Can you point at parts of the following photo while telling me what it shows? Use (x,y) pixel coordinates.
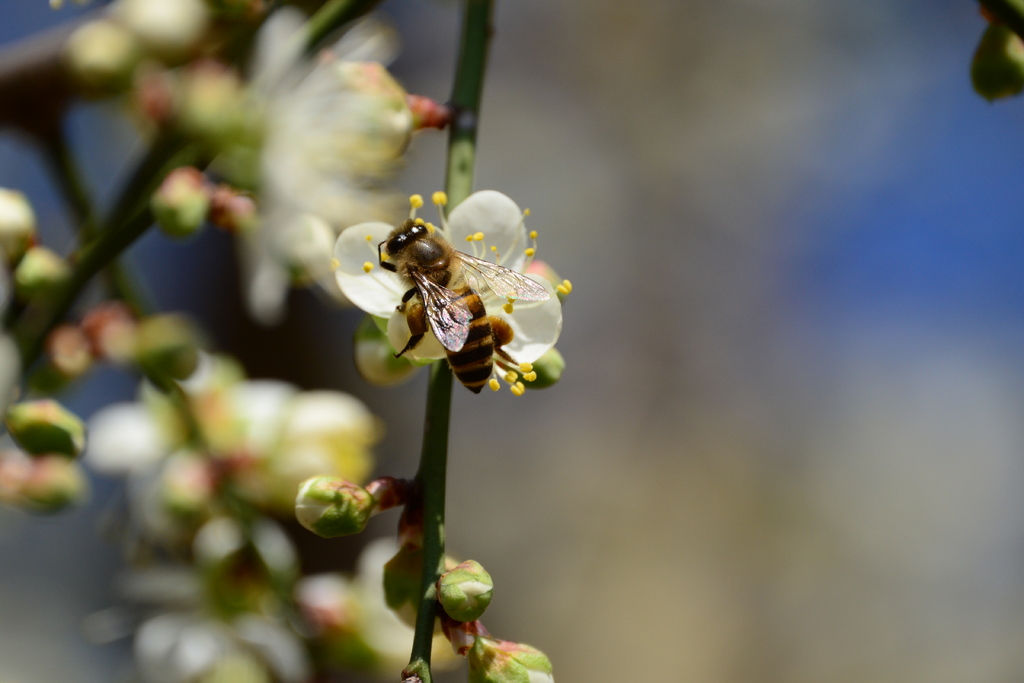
In this picture I can observe honey bee (417,296) on the flower (357,269). The flower (469,239) is in white color. In the background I can observe some flowers (256,264) which are blurred.
